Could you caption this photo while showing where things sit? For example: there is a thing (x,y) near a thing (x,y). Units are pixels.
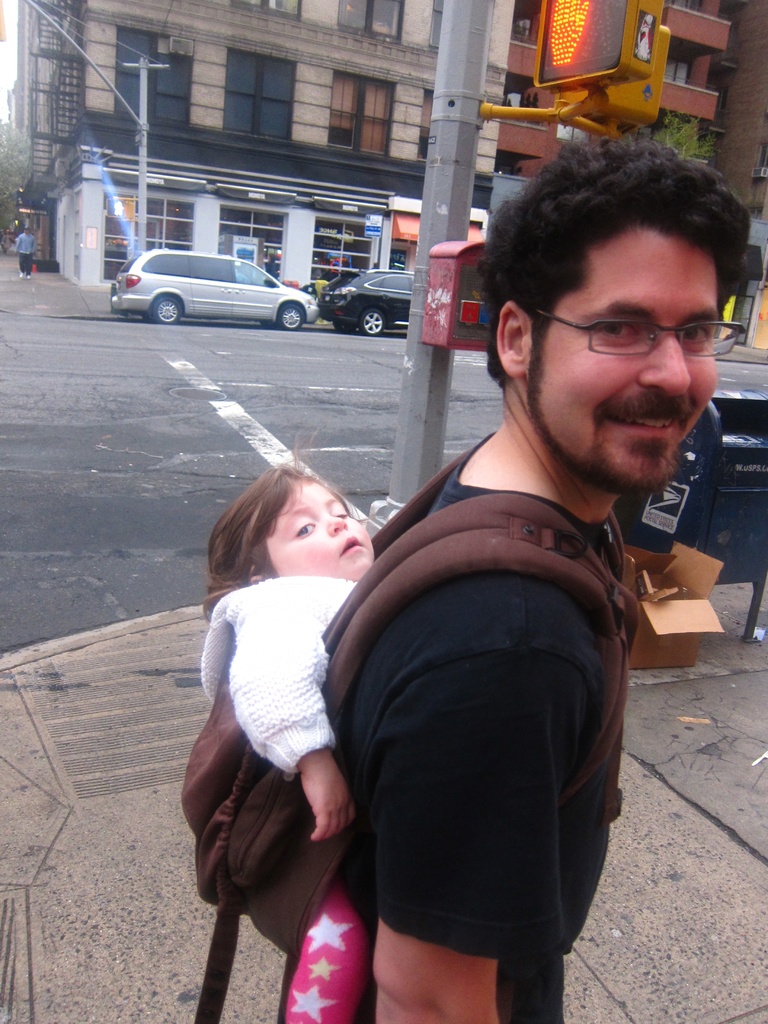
In this image I can see two people (444,736) with different color dresses (485,708). One person (470,635) is wearing the specs (635,351) and he is smiling. To the side I can see the cardboard box (641,607) and the pole (443,353). In the back (190,326) there are vehicles (340,322) on the road (228,435). To the side of the vehicles (262,278) I can see the pole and the building (248,100). To the side of the building (222,74) there is a person (30,258) walking.
